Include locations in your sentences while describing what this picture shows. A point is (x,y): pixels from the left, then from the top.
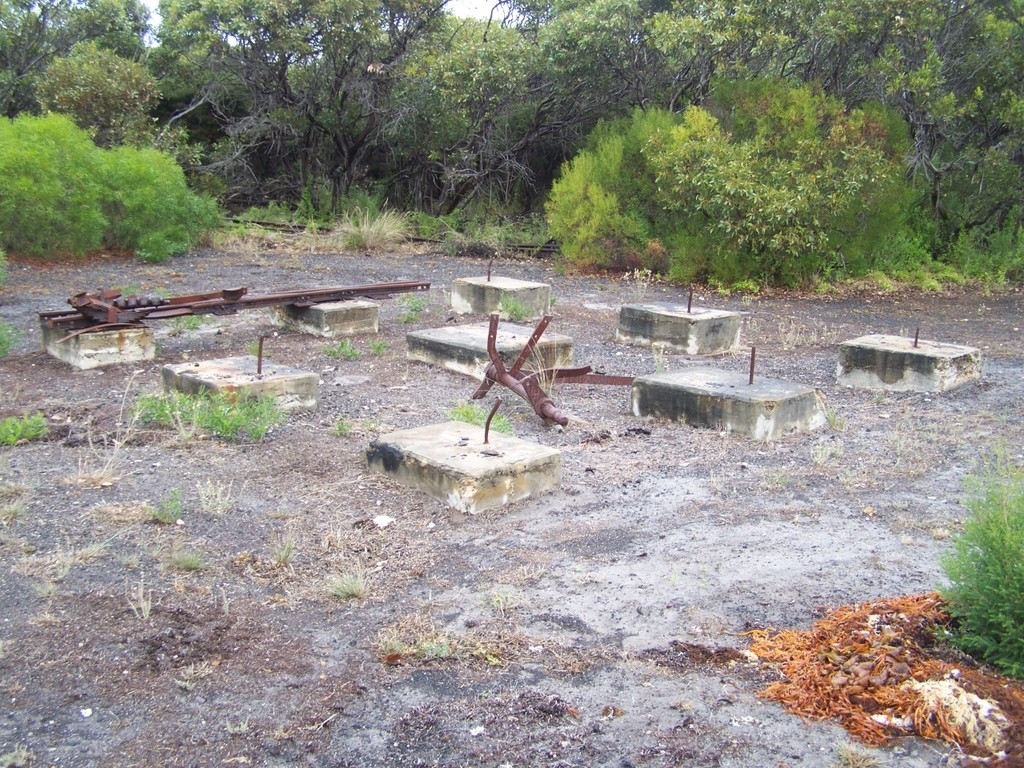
In this picture I can see trees (439,209) and I can see pillar basements (678,380) and plants (353,199) on the ground (219,549).
